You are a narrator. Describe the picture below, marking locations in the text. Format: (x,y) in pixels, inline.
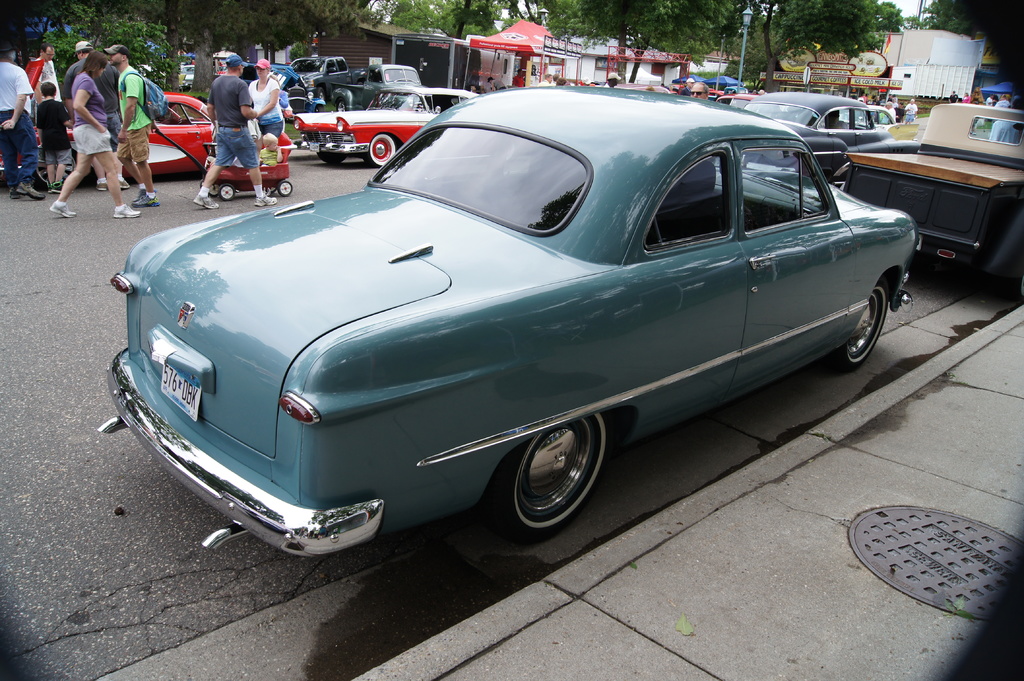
In this picture there are vehicles (496,394) on the road (134,472) and there are group of people (30,139) walking on the road (28,472). At the back (889,91) there are buildings (715,61) and trees (640,35) and poles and there is a tent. At the top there is sky (900,7). At the bottom (390,575) there is a road (904,351). In the foreground (920,485) there is a manhole (962,555) on the footpath (781,590).
